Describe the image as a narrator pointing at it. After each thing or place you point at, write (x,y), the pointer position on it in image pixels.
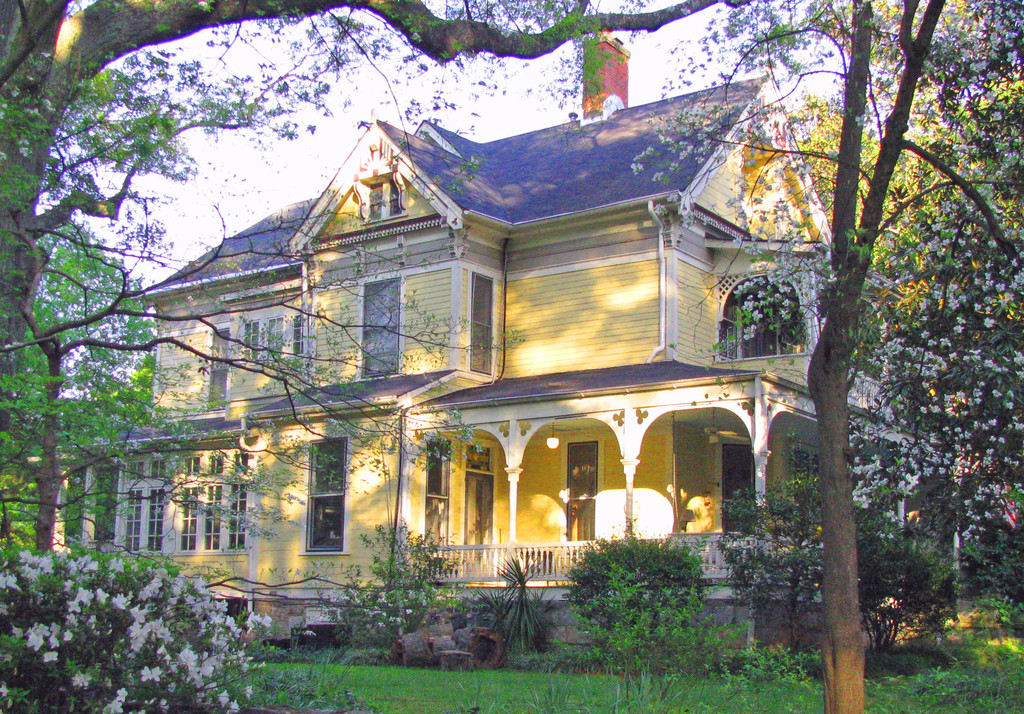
In this picture we can see grass (466,687) and some plants (643,601) at the bottom (352,646), on the right side (925,398) and left side (39,403) there are trees (105,424), we can see a house (612,374) in the middle (587,397), there is the sky (342,78) at the top of the picture (364,71).
